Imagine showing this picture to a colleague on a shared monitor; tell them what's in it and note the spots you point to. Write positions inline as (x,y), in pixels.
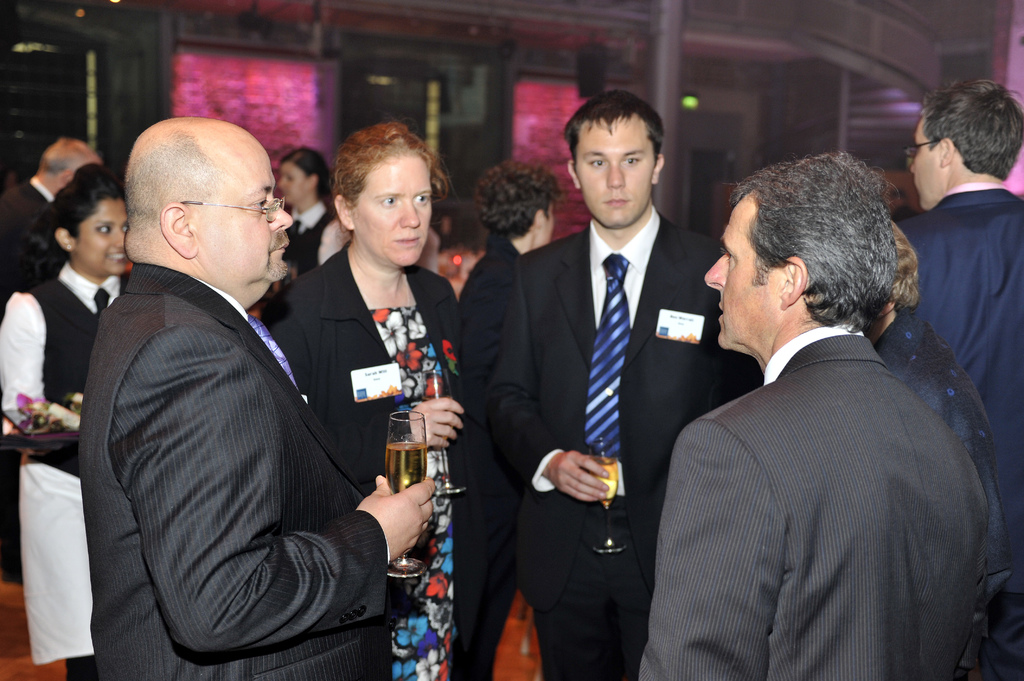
In this image we can see the people (519,330) standing and a few people (438,477) are standing and holding the drinks (407,422). In the background (331,132) we can see the pink color boards (542,130), pillar (671,127) and also lights (693,100).
